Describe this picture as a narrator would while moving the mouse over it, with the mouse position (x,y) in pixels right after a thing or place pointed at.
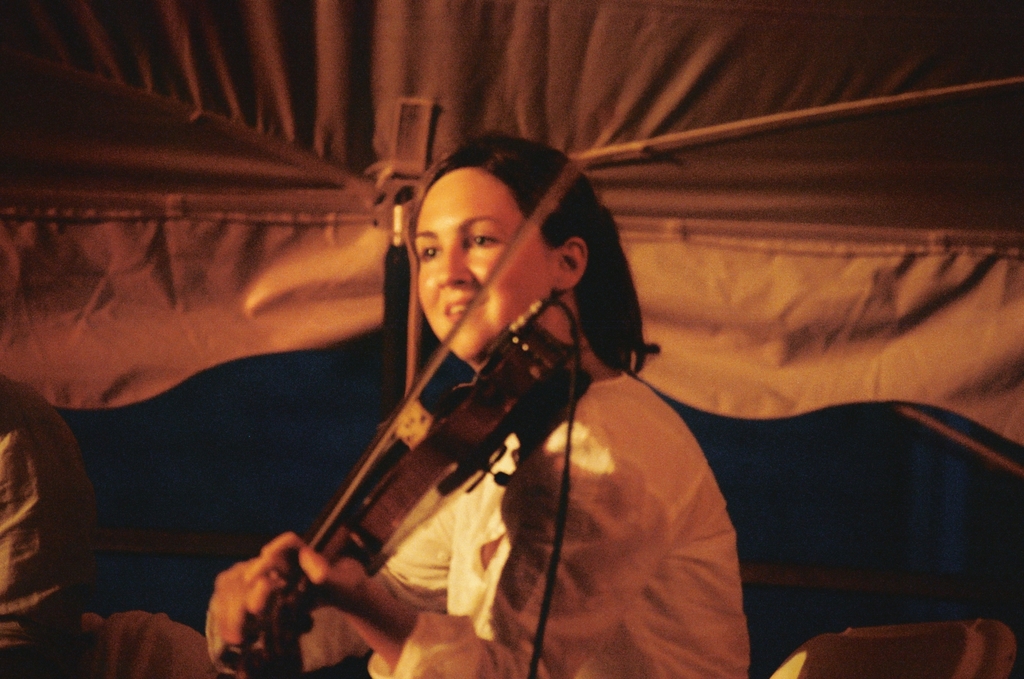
This woman (565,619) is playing violin (426,470) and smiling under the tent (458,15). Beside this woman (433,614) another person (56,481) is also there.
